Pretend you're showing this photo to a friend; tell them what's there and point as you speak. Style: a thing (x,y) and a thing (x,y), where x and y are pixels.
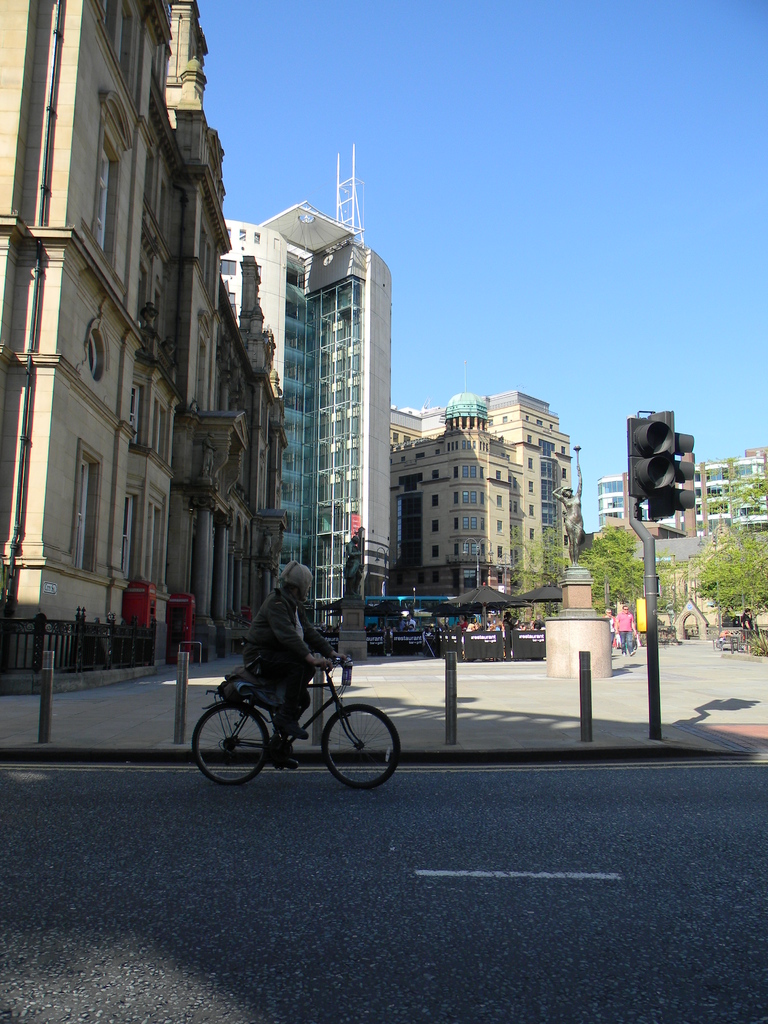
This image is clicked on the road (536,941). At the bottom (133,861), there is a road (148,844). In the front (288,722), we can see a person (287,716) riding a bicycle (336,695). On the right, there is a man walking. In the background (510,412), there are many buildings (383,282). On the right (671,496), we can see a signal pole (656,669). At the top (513,169), there is sky (467,312).
